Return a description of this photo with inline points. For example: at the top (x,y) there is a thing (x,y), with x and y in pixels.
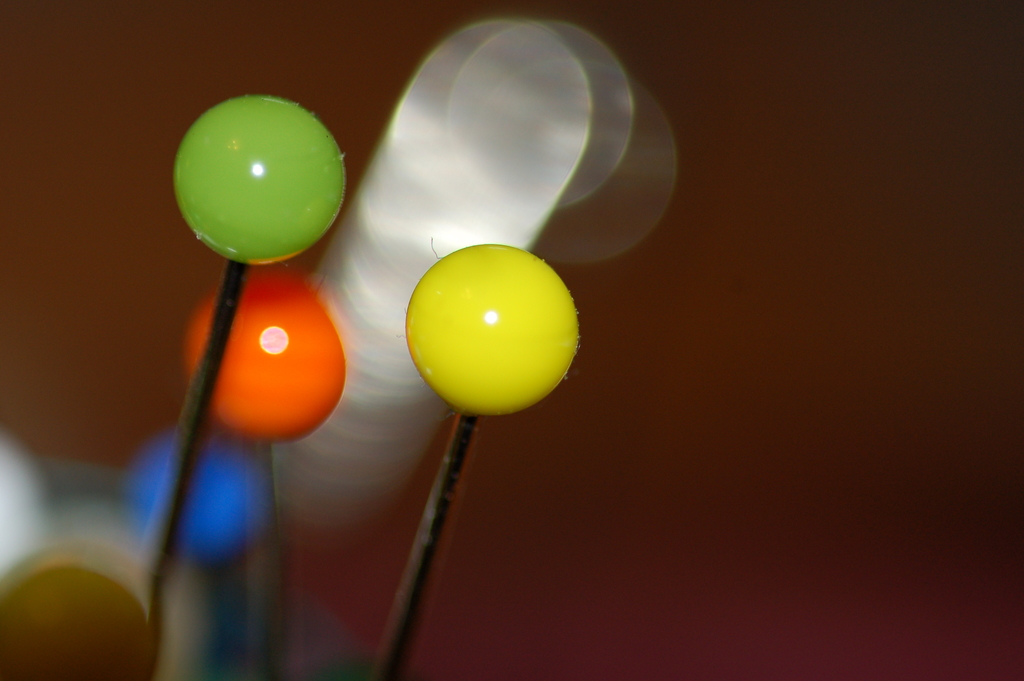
In the picture I can see few objects (441,313) which are in round shape are attached to a black object (216,345) and there are few other objects (330,330) in the background (442,183).
